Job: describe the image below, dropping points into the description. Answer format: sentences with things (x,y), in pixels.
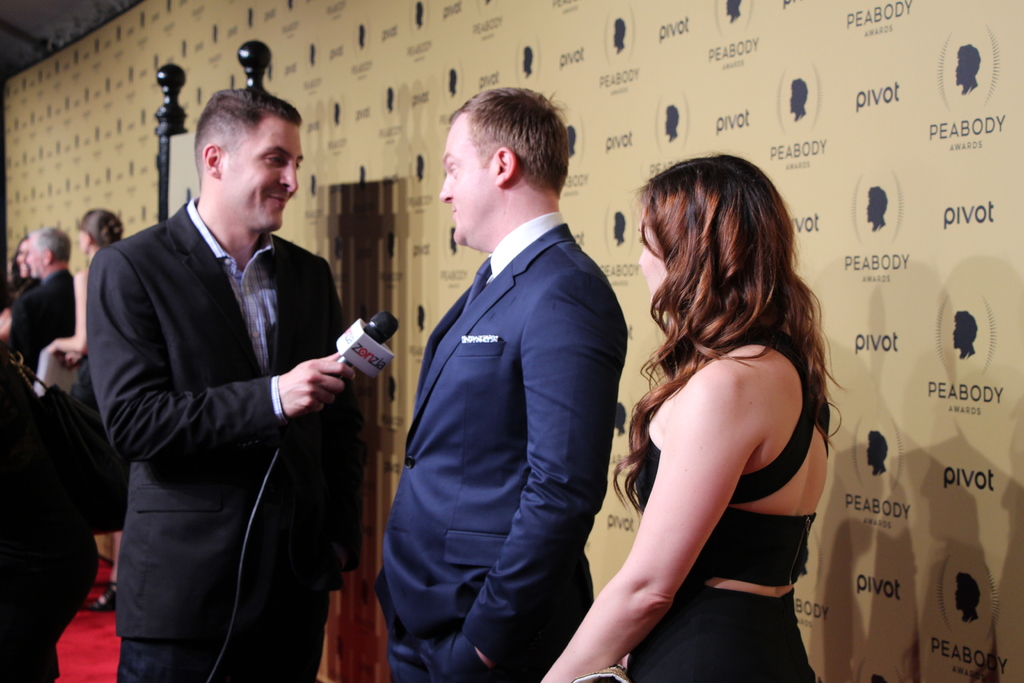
In the picture I can see a couple (617,383) standing and there is a person (258,336) wearing black suit (219,379) is standing and holding a mic (372,334) in front of them and there are few other people (51,339) in the left corner (49,260) and there are some other objects (491,36) in the background (577,25).
